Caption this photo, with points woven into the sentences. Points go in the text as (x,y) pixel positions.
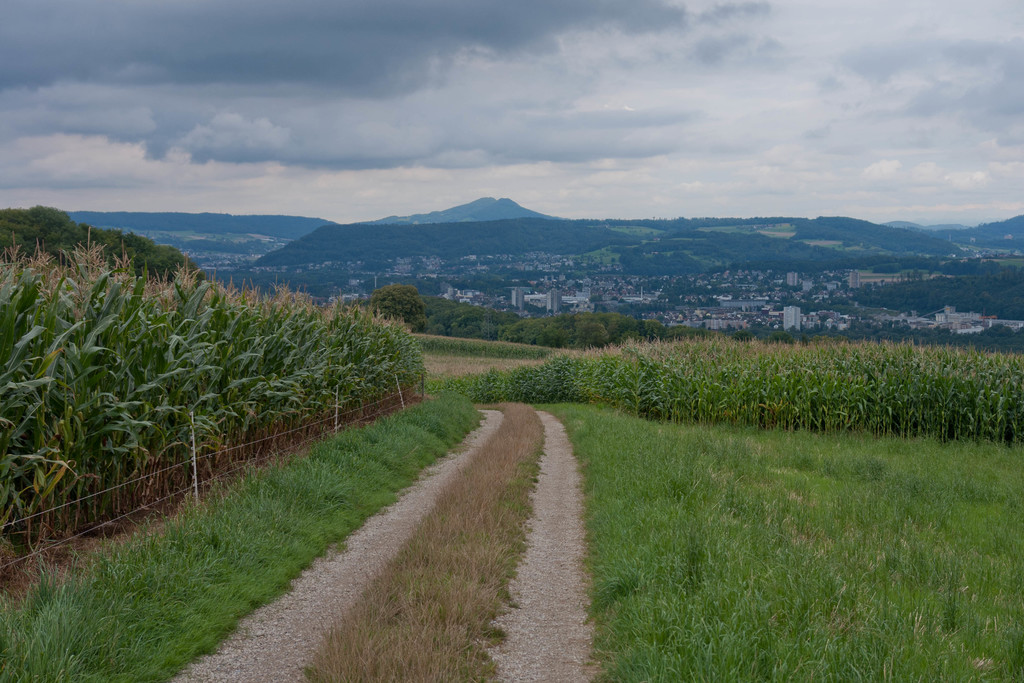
In this picture we can see some grass (308,498) on the ground (360,485). There are a few plants (195,345) on the right (957,378) and left side of the image (235,345). We can see some trees (424,297) and mountains (355,243) in the background (735,237). Sky (536,197) is cloudy.
